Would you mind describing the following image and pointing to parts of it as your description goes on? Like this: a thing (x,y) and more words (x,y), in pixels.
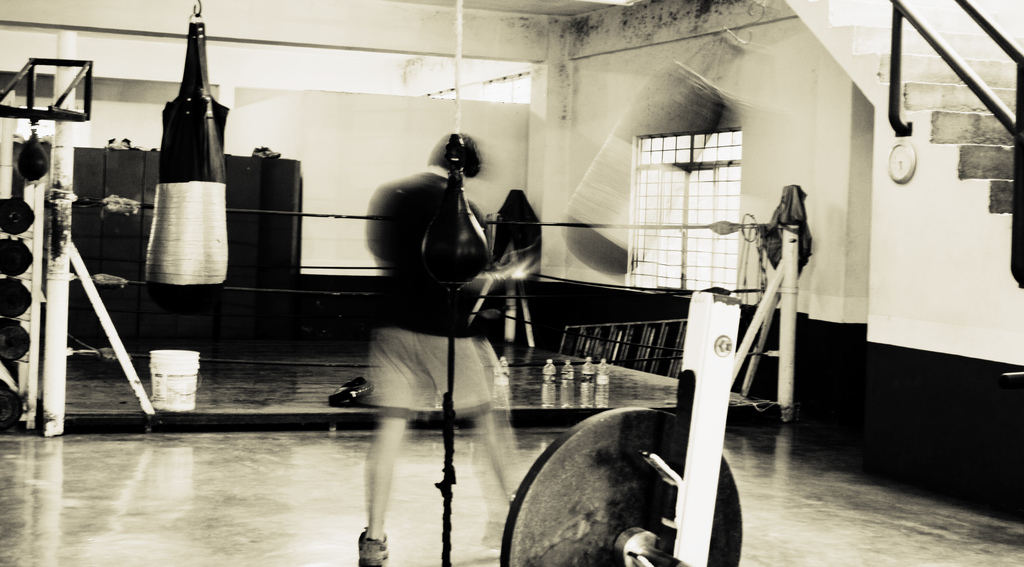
In front of the image there is a metal object (570,507). Behind the metal object (560,517) there is a rope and a person (432,203). In front of the person (412,202) there is a punching bag (463,255) and a boxing ring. Inside the ring (611,365) there are bottles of water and a bucket (158,362). On the other side of the ring (228,354) there is a ladder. Behind the ring (109,376) there are lockers (81,183). On the left side of the image (20,215) behind the metal pole (72,213) there are some metal objects (8,266). In the background of the image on the wall (346,106) there is a grill window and a watch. Behind the watch (890,156) there are stairs (950,106) with metal rod fence (967,81).
